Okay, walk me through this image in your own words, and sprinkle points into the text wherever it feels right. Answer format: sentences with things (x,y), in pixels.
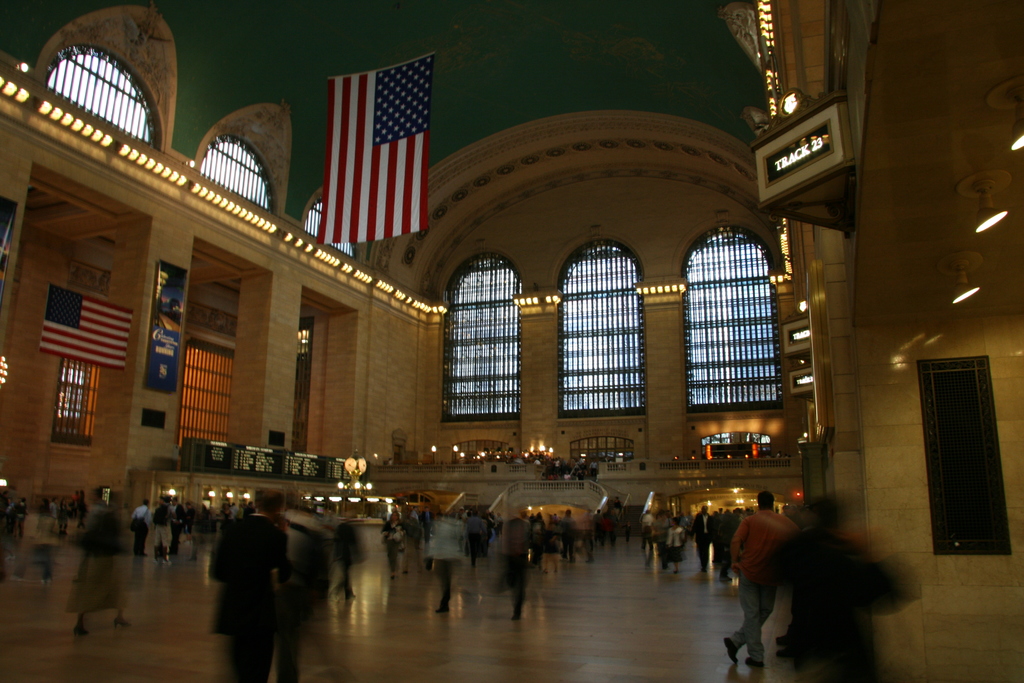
This image is taken inside the hall (386,459) where there are so many people (324,555) standing on the floor (453,616). At the top (362,139) there is a flag (345,152). In the middle (560,299) there are lights (551,447). There are hoardings (173,330) to the pillars (256,349).
